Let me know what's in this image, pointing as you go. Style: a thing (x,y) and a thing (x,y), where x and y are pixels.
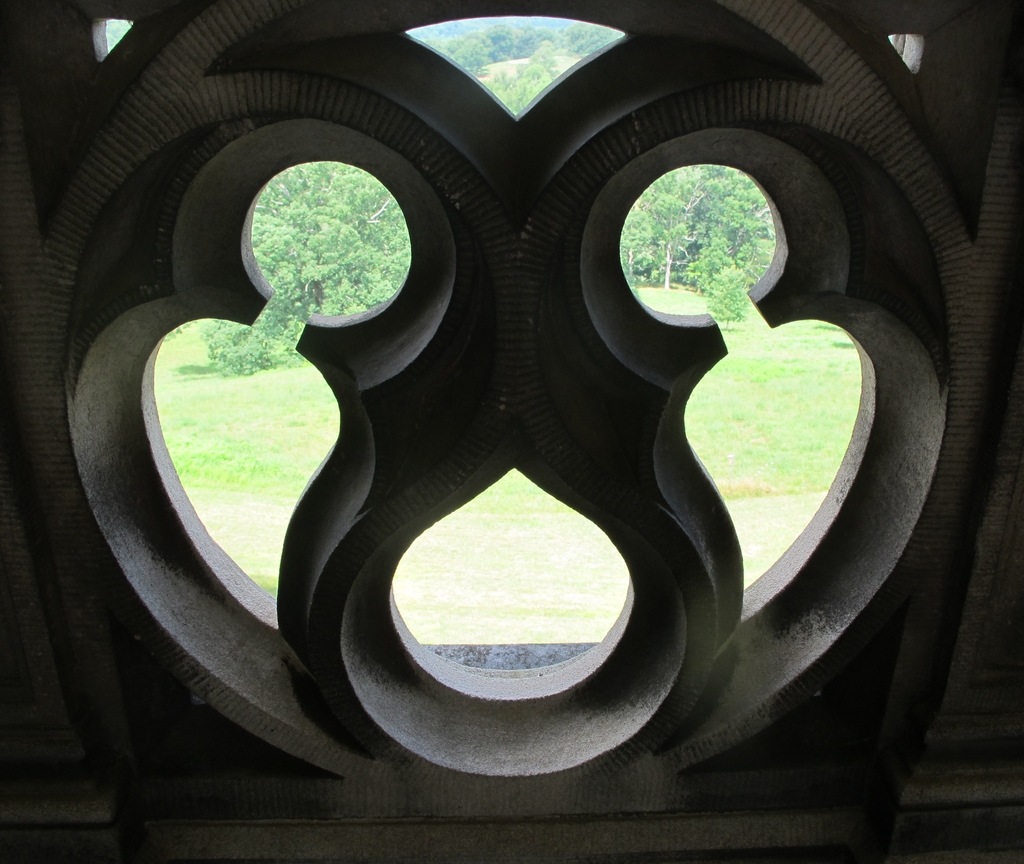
In this picture we can see grass (731,351) and few trees (385,264).
